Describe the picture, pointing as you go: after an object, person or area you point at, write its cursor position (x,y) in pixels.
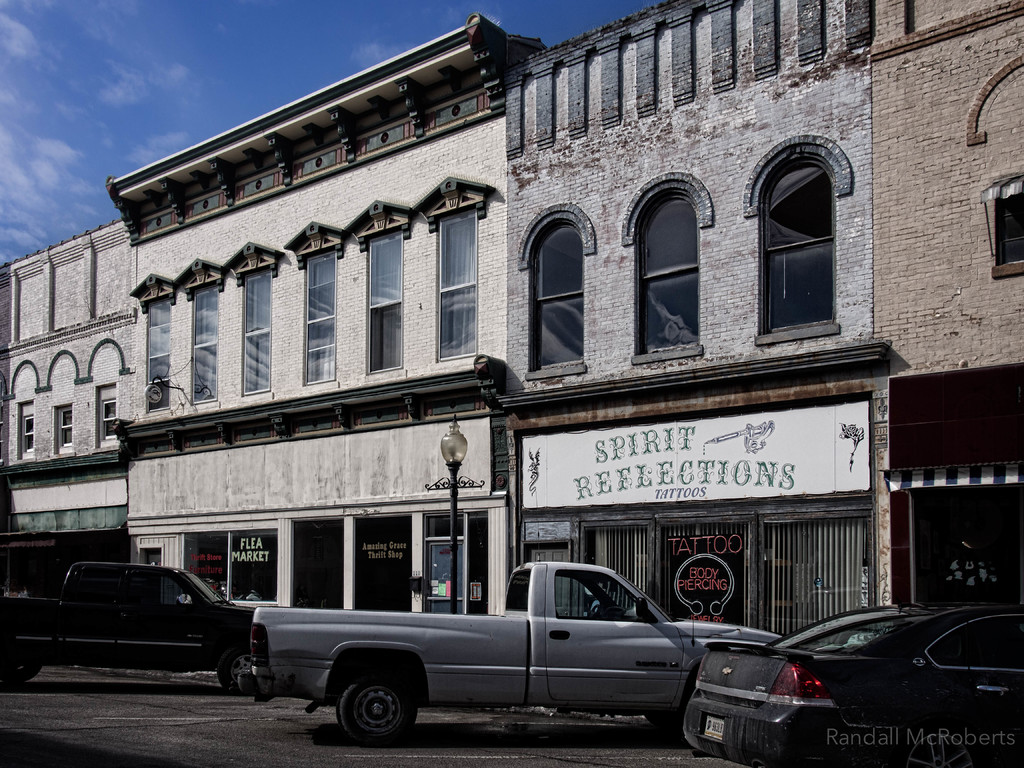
This picture shows building (408,296) and we see a car (706,643) and couple of mini trucks (366,646) parked and we see a pole light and a watermark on the bottom right corner (907,747) and we see a blue cloudy sky (147,45).
